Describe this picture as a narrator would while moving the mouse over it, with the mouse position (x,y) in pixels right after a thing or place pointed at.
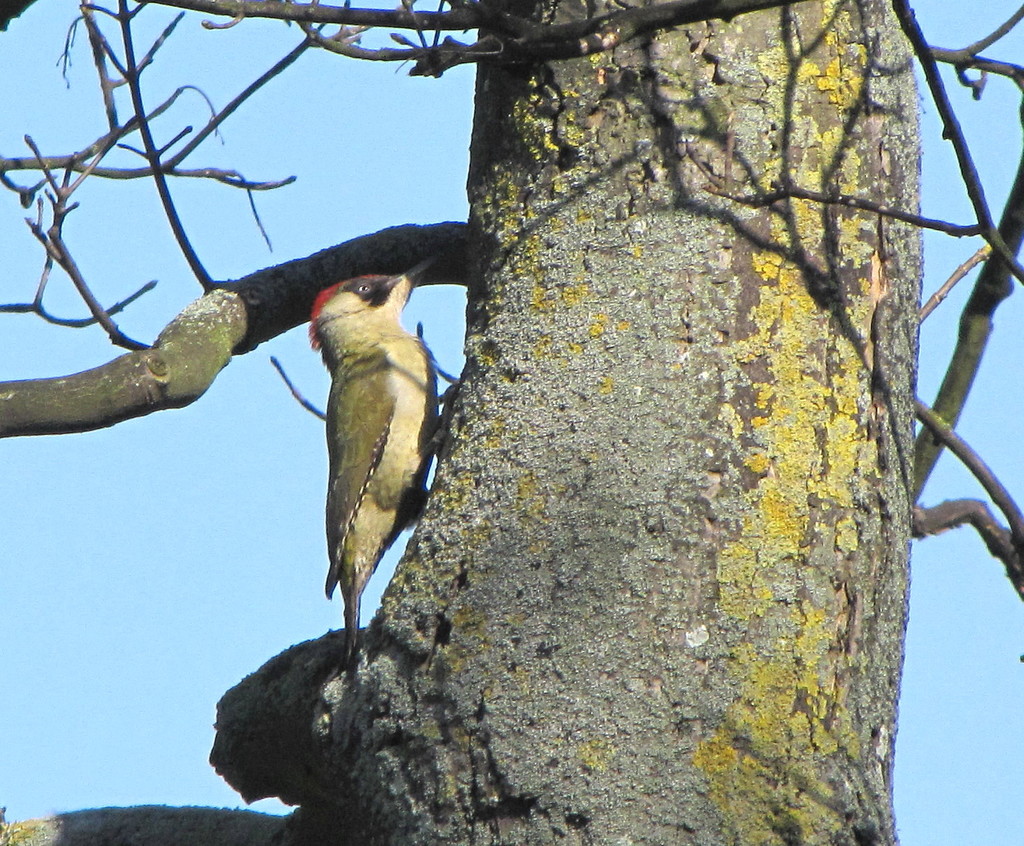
In this image I can see a bird (399,390) on a tree trunk (559,598). In the background (93,611) there is sky (84,659).
